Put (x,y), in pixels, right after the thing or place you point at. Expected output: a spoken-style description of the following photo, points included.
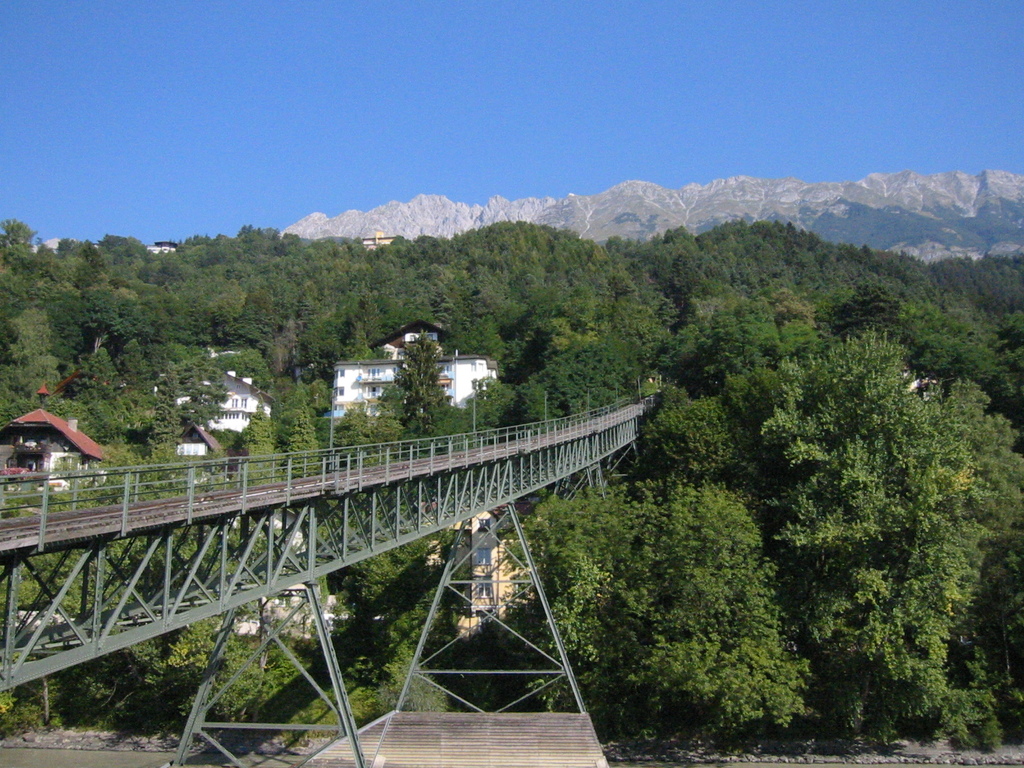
In this image we can see a bridge (456,507) with fence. We can also see some buildings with windows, a group of trees (731,486), the mountains (846,215) and the sky (470,69) which looks clear.
